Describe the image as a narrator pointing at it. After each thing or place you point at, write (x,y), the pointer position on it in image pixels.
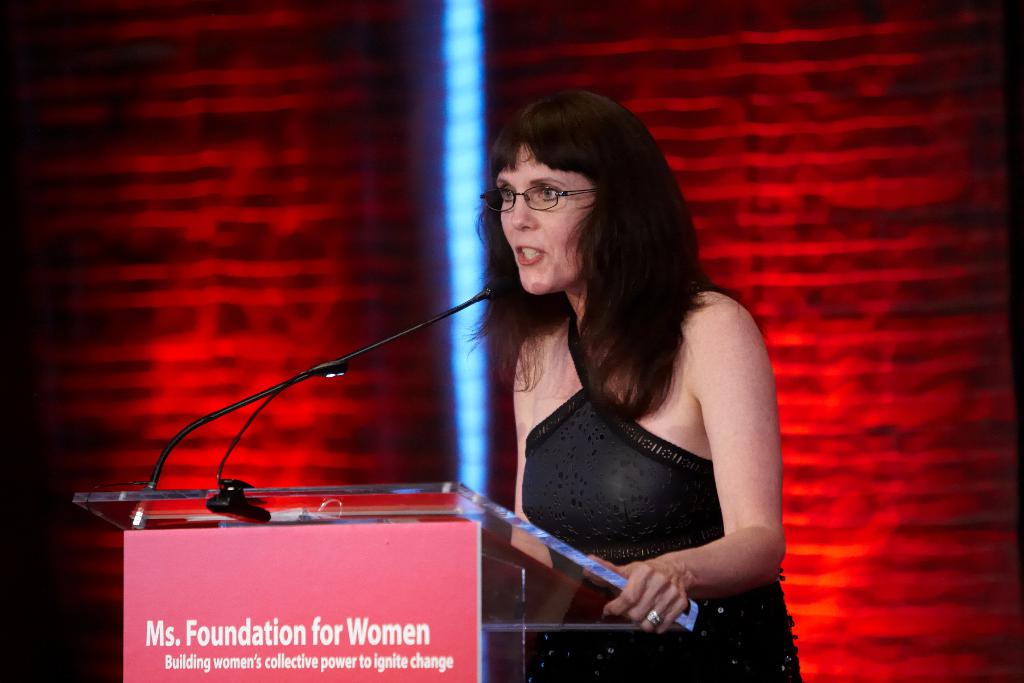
In this image, we can see a woman (752,463) standing and she is wearing specs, she is speaking in the black color microphone (450,314), in the background (897,127) there is a red color wall (259,116).
